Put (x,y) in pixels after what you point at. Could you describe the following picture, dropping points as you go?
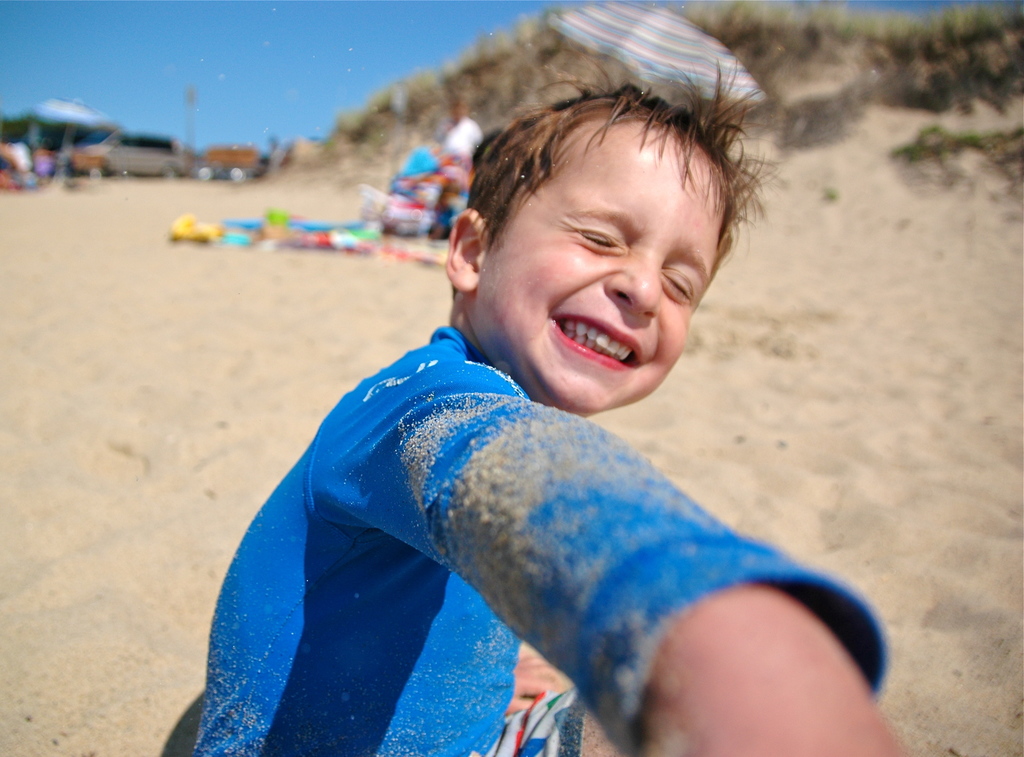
There is a boy (488,588) sitting on sand (231,185). On the background (545,34) we can see persons (460,121), umbrella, grass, vehicles (113,151) and sky (241,90).
